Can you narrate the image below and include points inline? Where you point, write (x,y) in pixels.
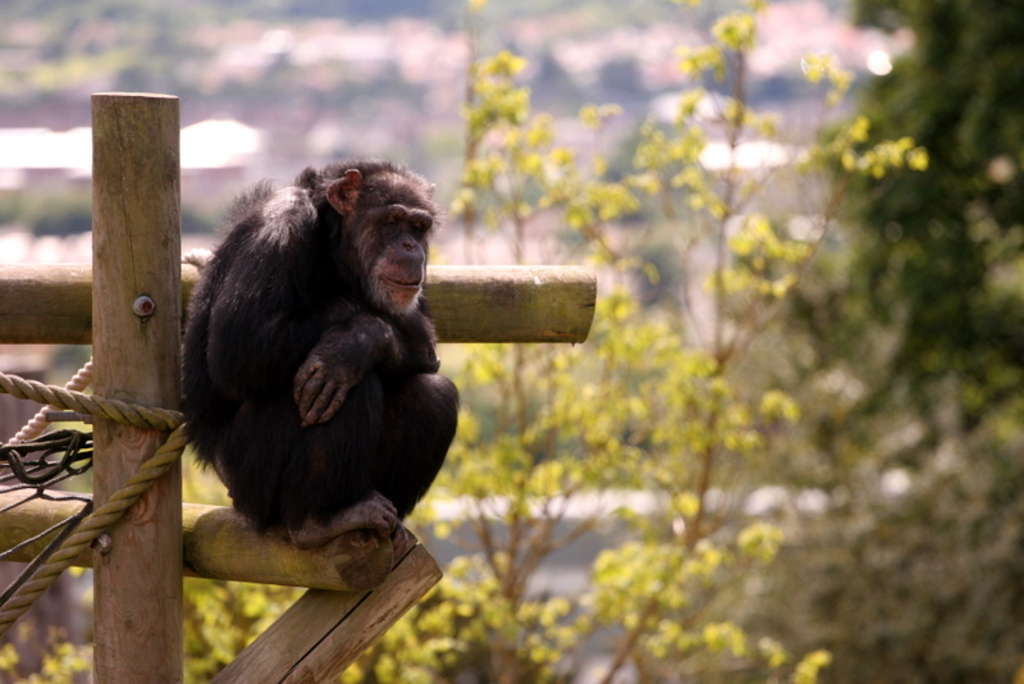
In this image, we can see a monkey (259,418) sitting on the gate (164,537), and in the background (716,262), there are trees (796,439).
